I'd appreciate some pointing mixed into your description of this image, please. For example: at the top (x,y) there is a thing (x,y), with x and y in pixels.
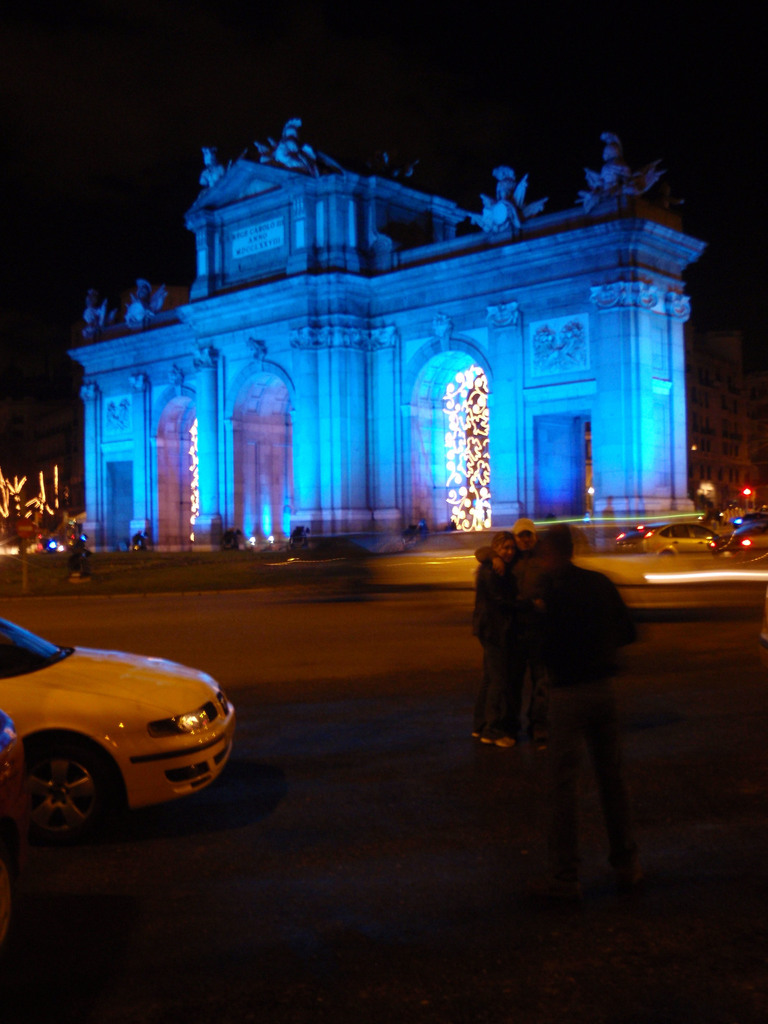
In the center of the image (501,511) there is a building (317,450). At the bottom of the image (394,941) there is road (329,716). There are cars (199,733). There are people (588,646) standing.
